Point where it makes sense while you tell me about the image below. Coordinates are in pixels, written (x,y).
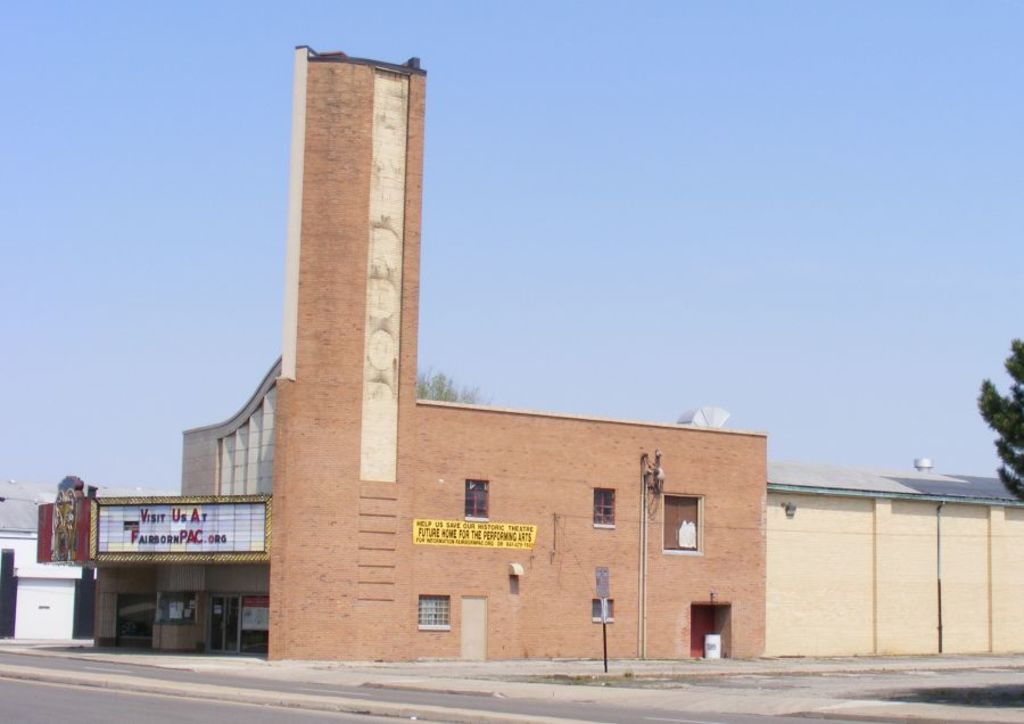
In this picture there is a building (229,540) which has something written on it and there is an object (713,415) above it and there is a tree (1016,457) in the right corner (1016,419) and there is another building (32,517) beside it.
